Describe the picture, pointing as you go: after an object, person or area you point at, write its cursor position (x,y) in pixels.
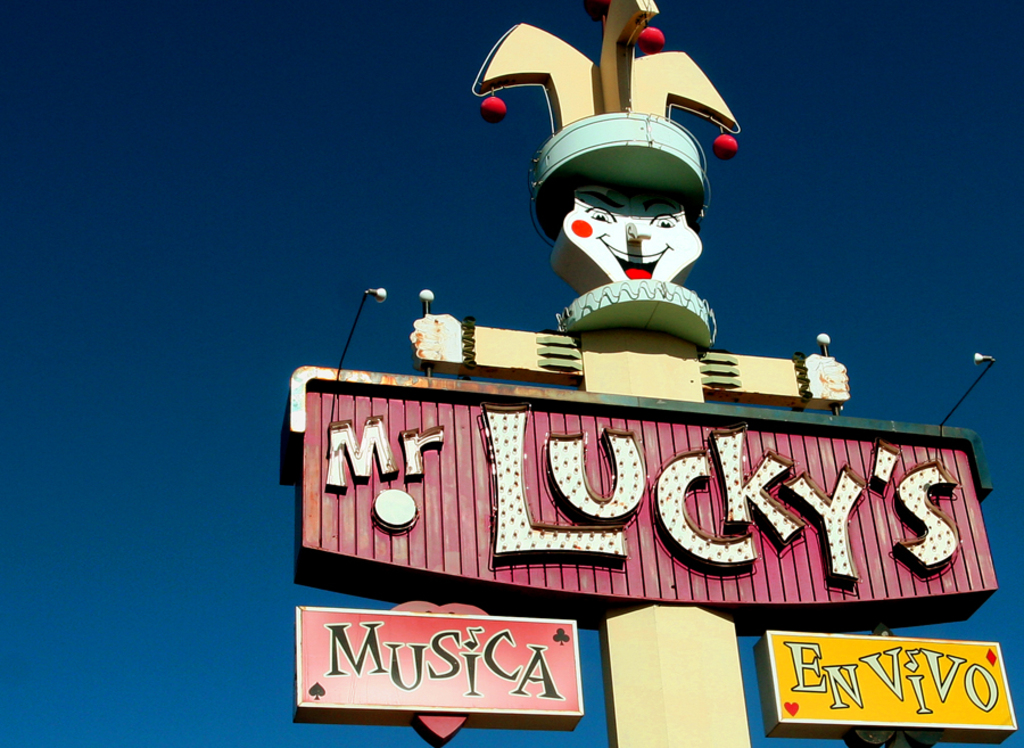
In the picture we can see a pole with a board (373,574) with a name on it Mr. Lucky and besides, we can see a name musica en vivo and on the top of it, we can see a joker sculpture (600,392) and in the background (263,444) we can see a sky (132,429) which is blue in color.
